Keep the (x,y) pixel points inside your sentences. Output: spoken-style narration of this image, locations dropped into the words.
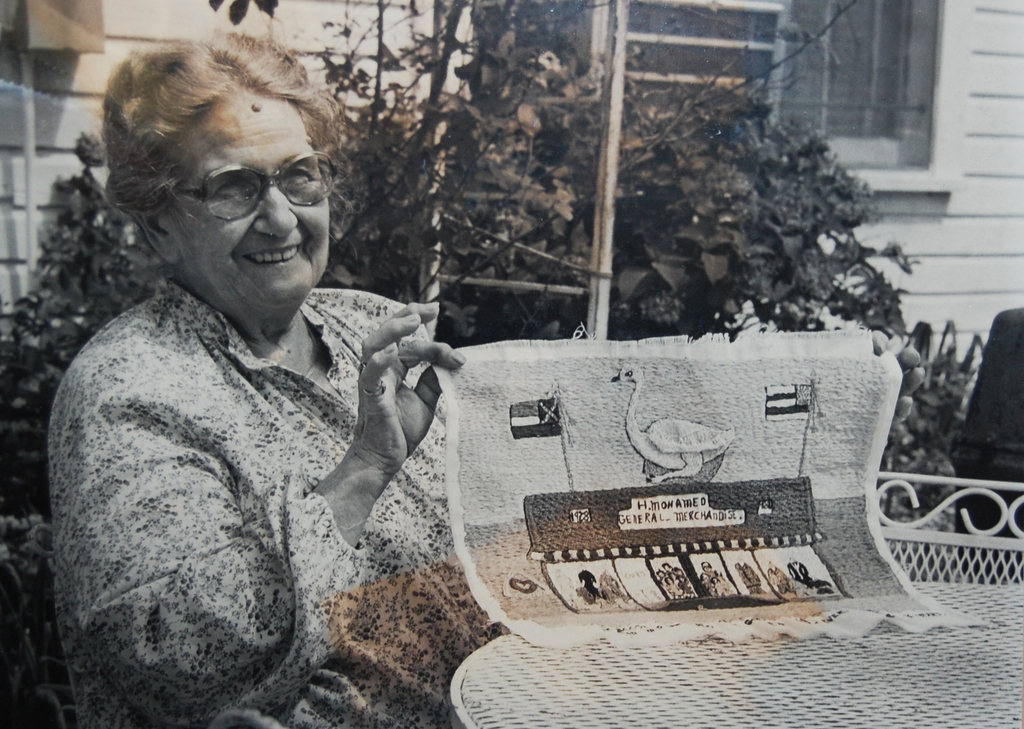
In the picture I can see a woman (213,430) on the left side (161,49) and there is a smile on her face (277,108). She is holding a cloth (652,337) in her hands (361,427) and there is a painting (664,501) on the cloth (732,543). I can see a table (836,643) on the bottom right side of the picture (922,653). In the background (746,87), I can see the plants (641,136) and the glass window (779,92) of the house (795,95).
